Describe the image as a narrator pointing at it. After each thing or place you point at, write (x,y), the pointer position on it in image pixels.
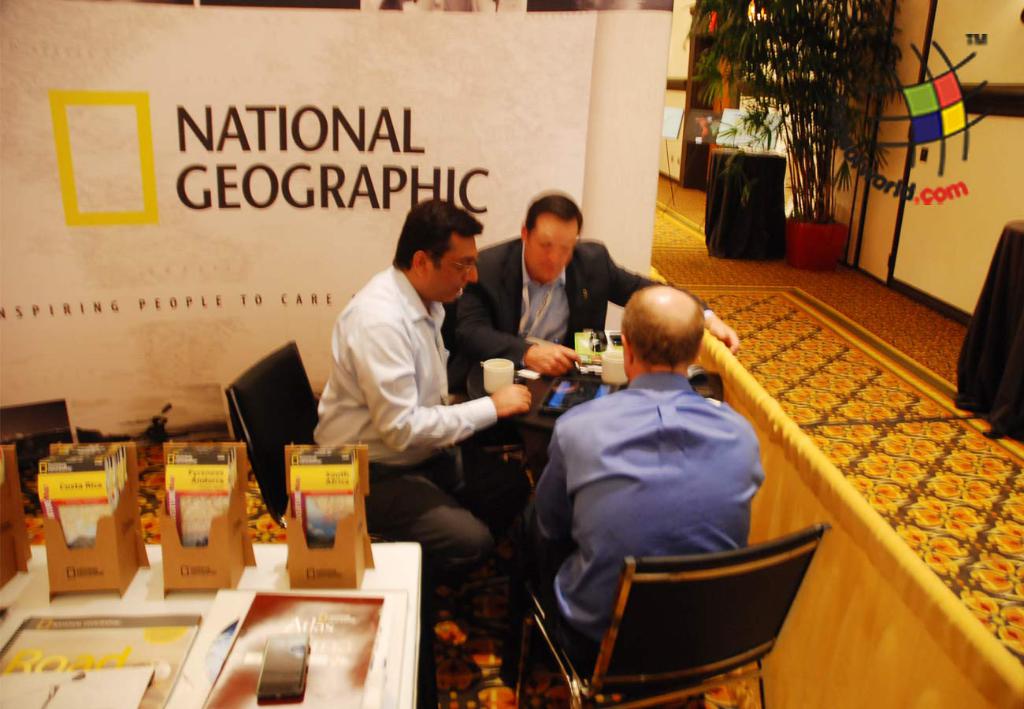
In the picture I can see these people (625,455) are sitting on the chairs (706,576) near the table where we can see some objects (502,379) are placed, I can see some cards (324,526) are placed on a white color table (19,605) which is on the left side of the image (58,608). In the background (370,202), I can see banners (247,183), flower pot (802,11) and few more objects (1008,246) on the floor (830,285).
